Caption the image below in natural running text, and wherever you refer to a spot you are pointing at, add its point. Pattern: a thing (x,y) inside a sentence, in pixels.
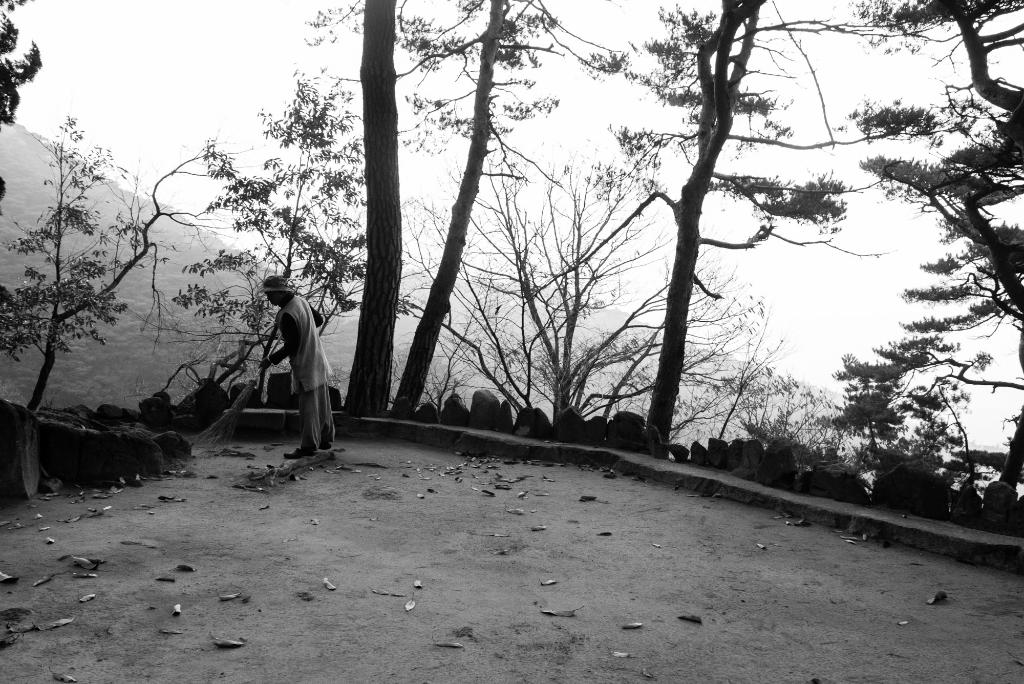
This is a black and white image. Here I can see a person (316,379) standing and sweeping the road (232,486). In the background (53,455) there are some trees (53,316) and rocks (95,435) on the ground (204,489). On the top of the image (206,72) I can see the sky (166,63).
